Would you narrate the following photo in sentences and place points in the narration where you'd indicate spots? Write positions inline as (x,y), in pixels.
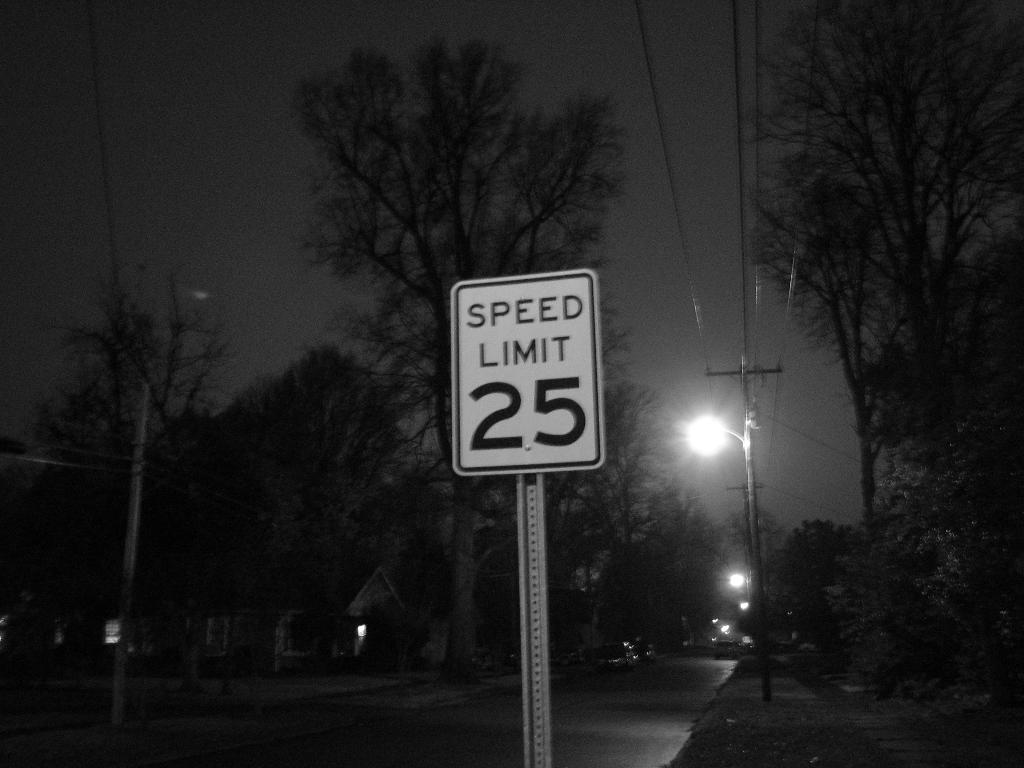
In this image in front (566,322) there is a board (476,453). In the center of the image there are vehicles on the road (644,677). There are current poles (752,479). In the background of the image (804,469) there are trees (302,496), buildings (288,597), street lights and sky (700,181).
